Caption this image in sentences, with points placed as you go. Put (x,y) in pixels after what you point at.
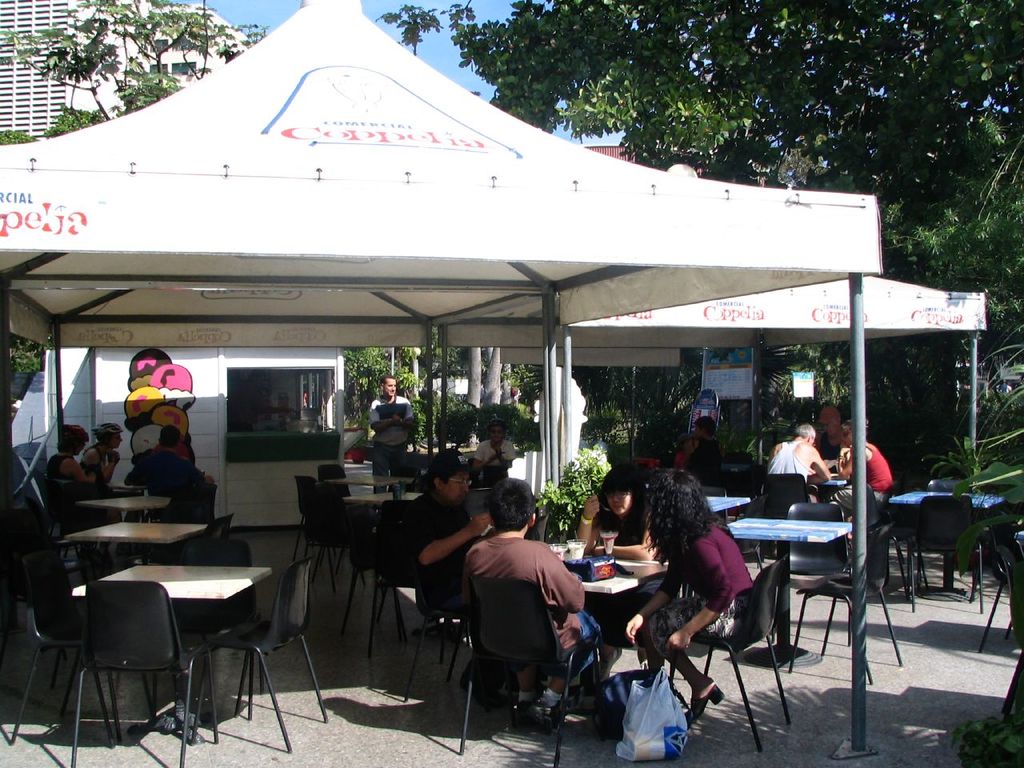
This is completely an outdoor picture. Here we can see tents (570,236), under this tent (421,213) we can see few persons (651,504) sitting on a chairs (480,619) in front of a table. This is a store (220,425). On the background (109,78) we can see a huge building (41,95) and trees (774,106).
